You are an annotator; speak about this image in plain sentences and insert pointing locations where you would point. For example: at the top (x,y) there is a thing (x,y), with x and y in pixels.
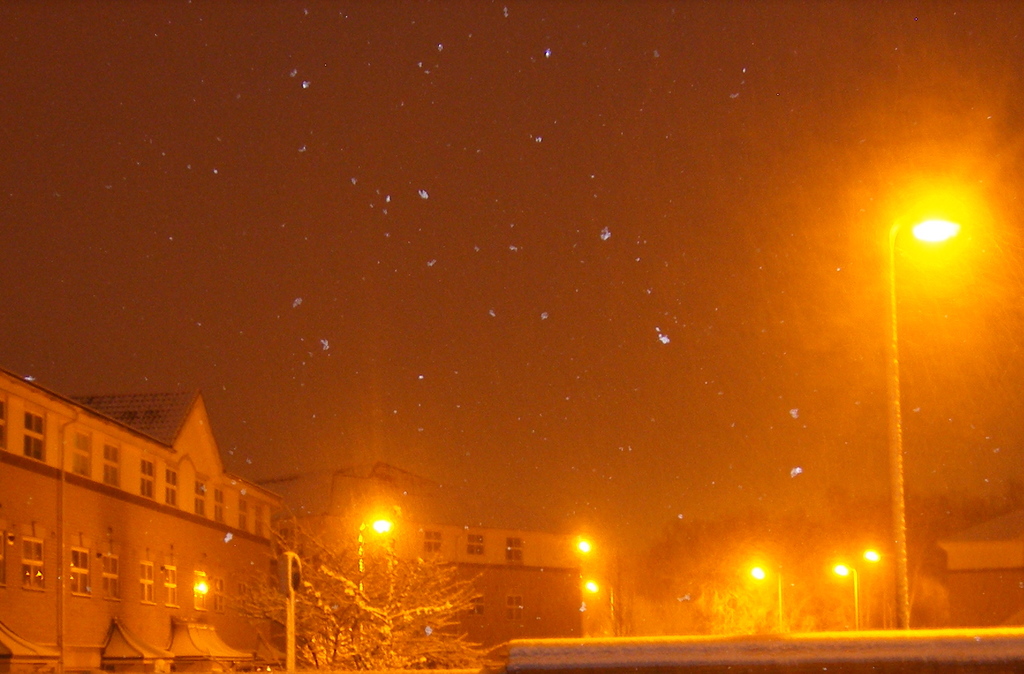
There are some trees (444,600) at the bottom of this image (786,591). There is a light pole (896,400) on the right side of this image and there is a sky (467,211) in the background (451,266).
